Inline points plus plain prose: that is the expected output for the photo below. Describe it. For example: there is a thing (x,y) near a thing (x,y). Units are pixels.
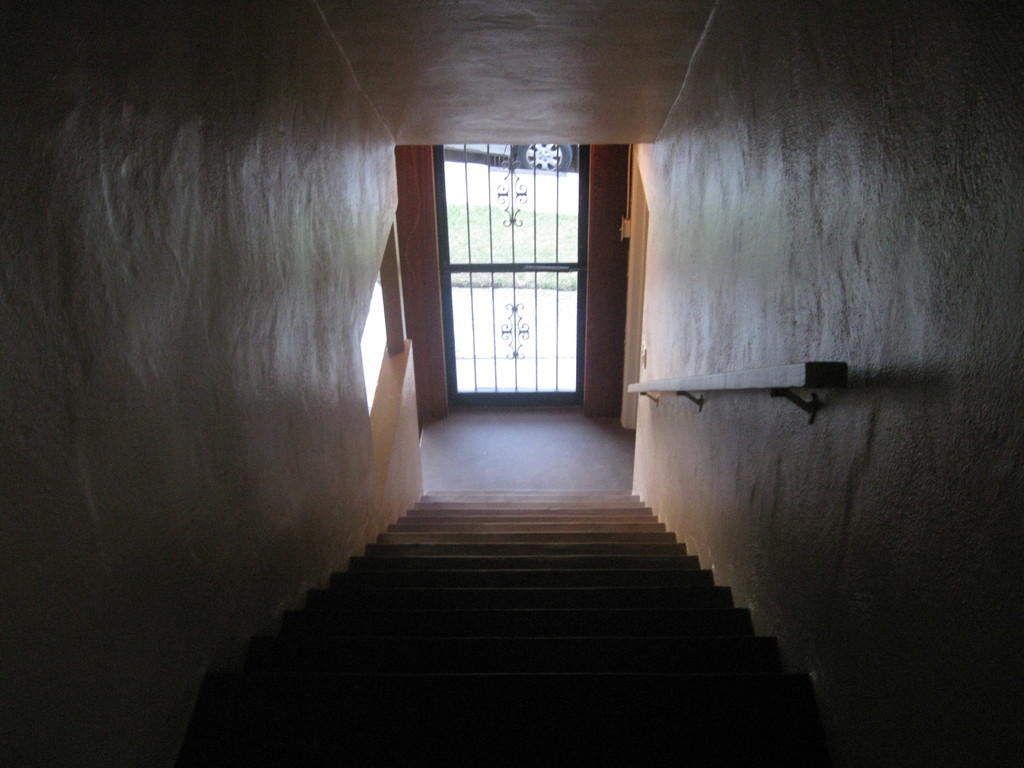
In the foreground of the image (784,637) we can see a staircase (552,601). In the background (468,294), we can see a door (583,247) and a vehicle (526,160) parked on the ground (509,210).
